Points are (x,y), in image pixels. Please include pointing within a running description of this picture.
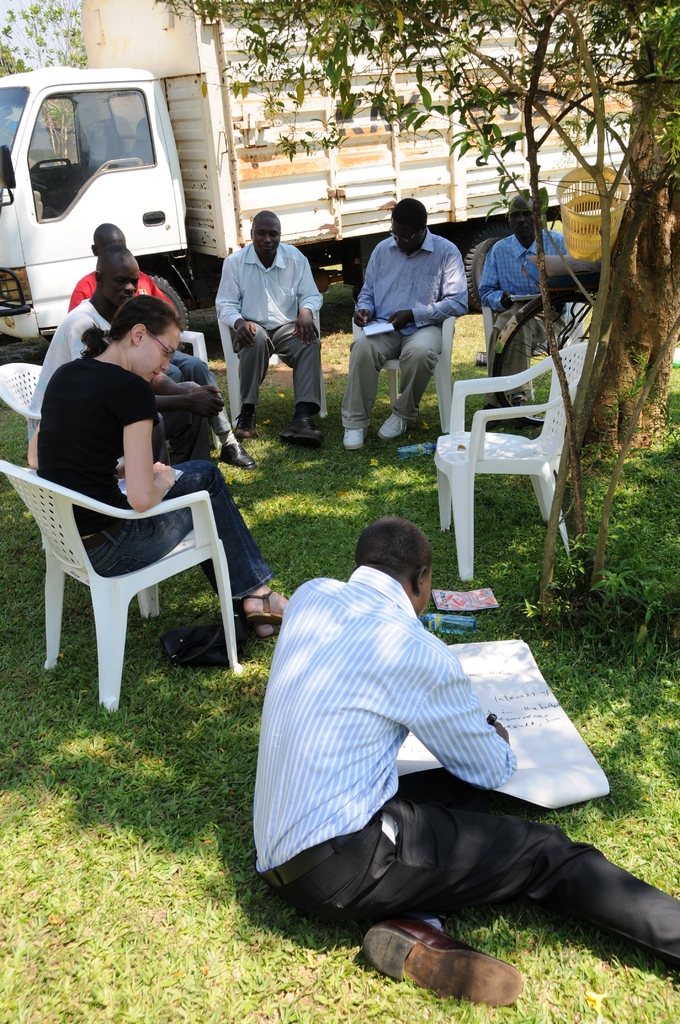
At the bottom of the image (180,856) there is grass (241,971) on the ground (241,971). And there is a man (346,757) with a shirt (346,757) and pant (577,877) is sitting on the ground (525,983) and writing something. Behind him there are few people (155,442) sitting on the chairs (214,545). At the right corner of the image (608,301) there is a tree (581,84) with basket (580,231). And in the background (555,82) there is a truck (11,156).
